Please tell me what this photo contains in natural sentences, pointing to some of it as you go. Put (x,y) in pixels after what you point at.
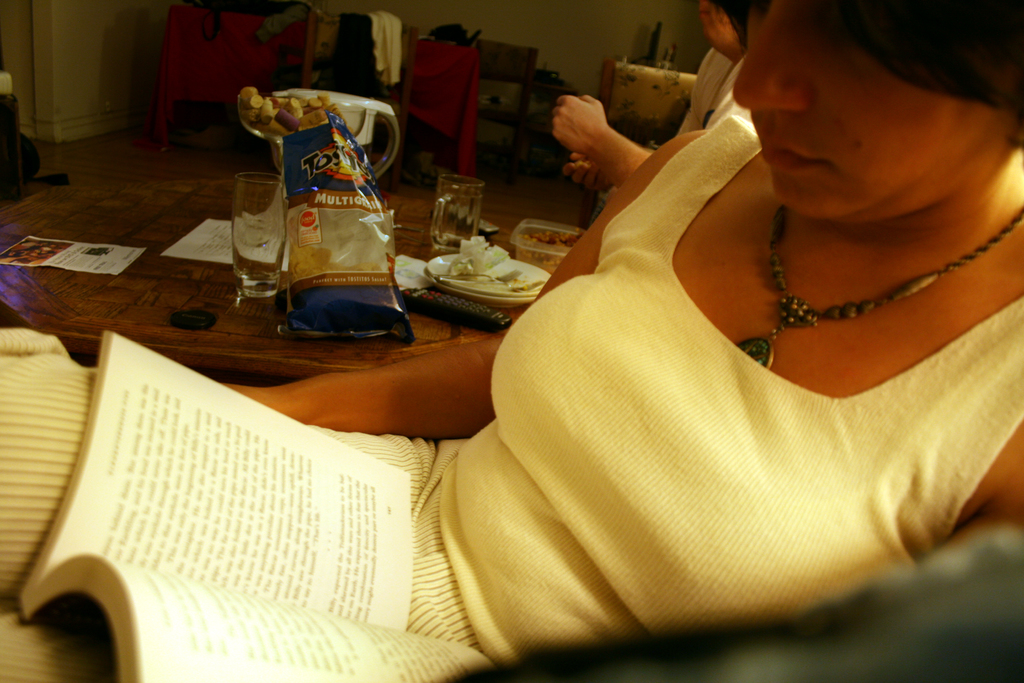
Here there is a woman (486,486) sitting and looking at the book (302,597). Beside her there is a table (277,314) on which food items (331,235), glass (276,218), papers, jar (441,242), plates (505,293), remote (464,314) are held. In the background (386,76) we can see clothes (377,61) on the chair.
